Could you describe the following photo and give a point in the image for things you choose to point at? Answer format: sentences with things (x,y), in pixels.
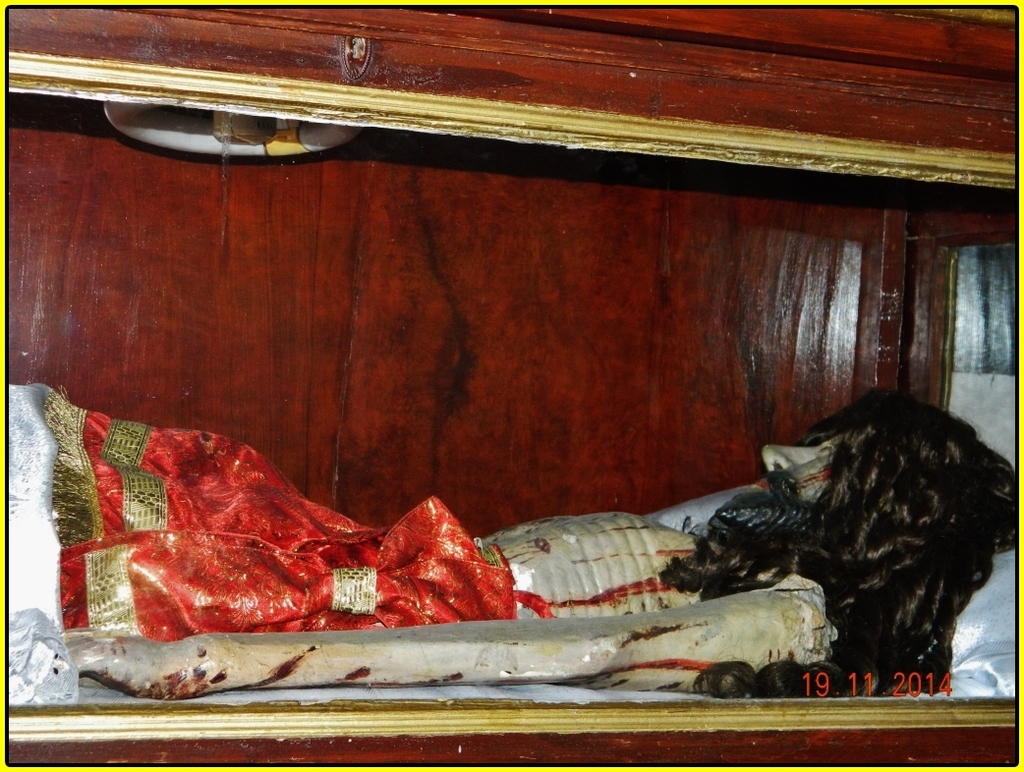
In this image there is a person statue (616,633) having some hair (863,613) and red colour cloth (315,593) on it. Statue (808,643) is kept in a wooden box (29,156).
